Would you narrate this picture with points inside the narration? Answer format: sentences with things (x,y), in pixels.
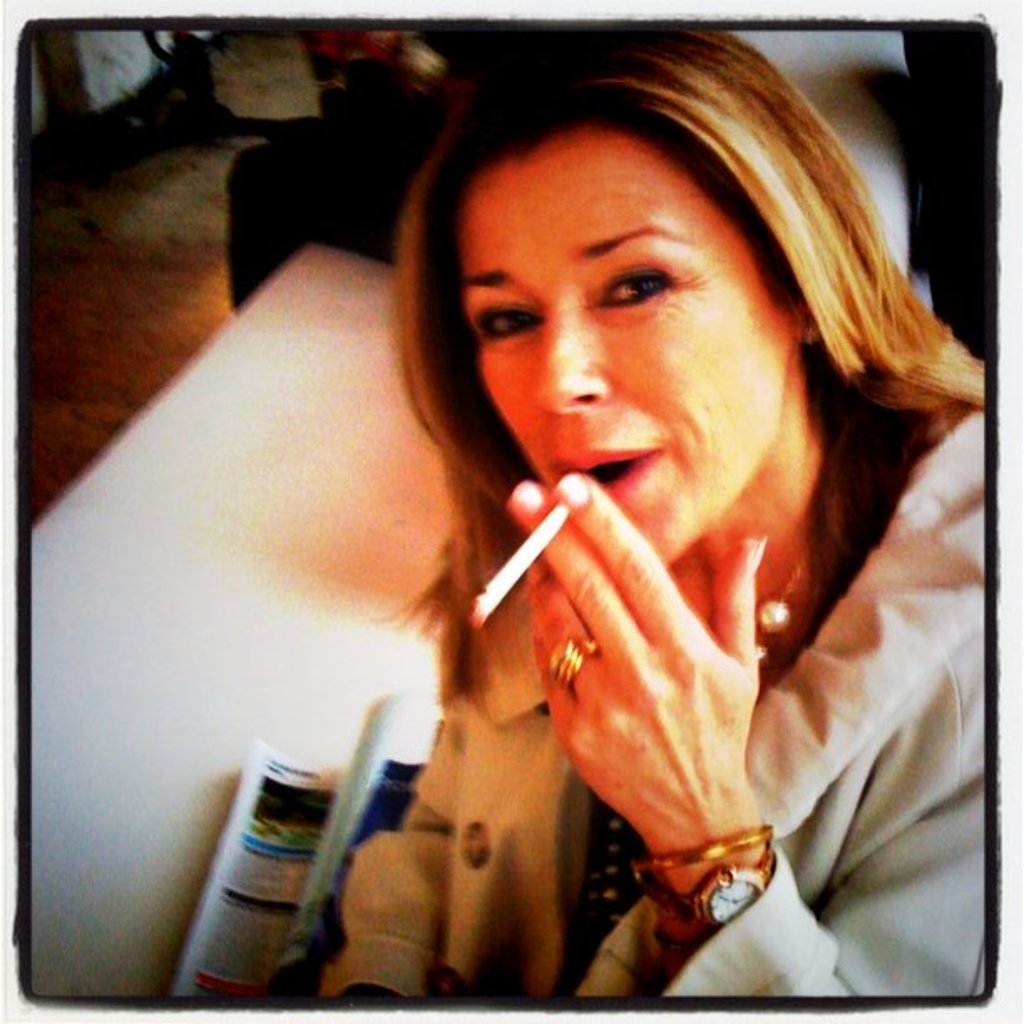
In this image I can see the person (576,659) holding the cigarette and I can also see the book (262,815) on the white color surface (126,587) and I can see the blurred background (139,72).
